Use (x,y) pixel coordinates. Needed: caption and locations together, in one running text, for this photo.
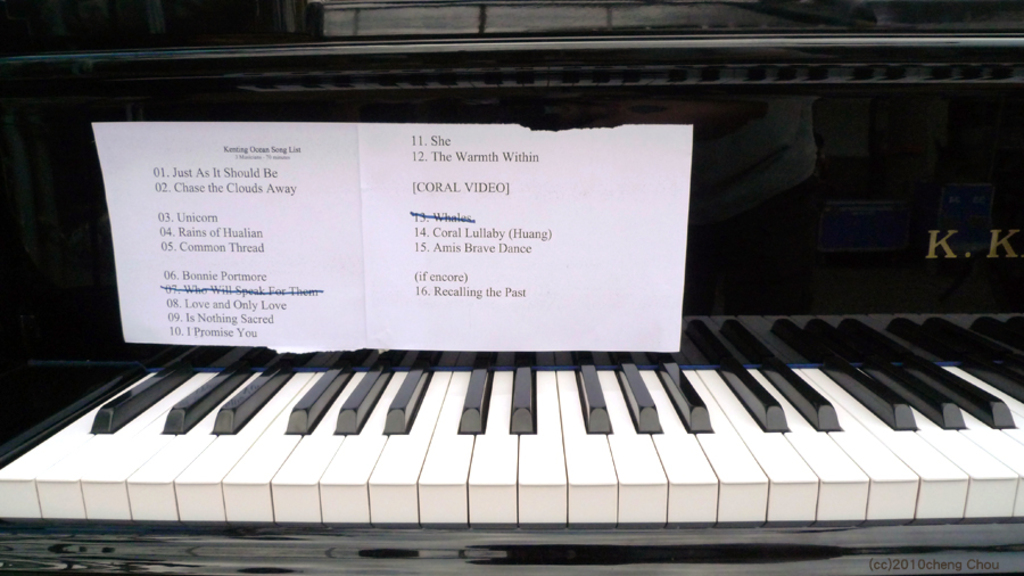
In this image I can see a piano (434,475) on which a white color paper (493,251) is sticked.
